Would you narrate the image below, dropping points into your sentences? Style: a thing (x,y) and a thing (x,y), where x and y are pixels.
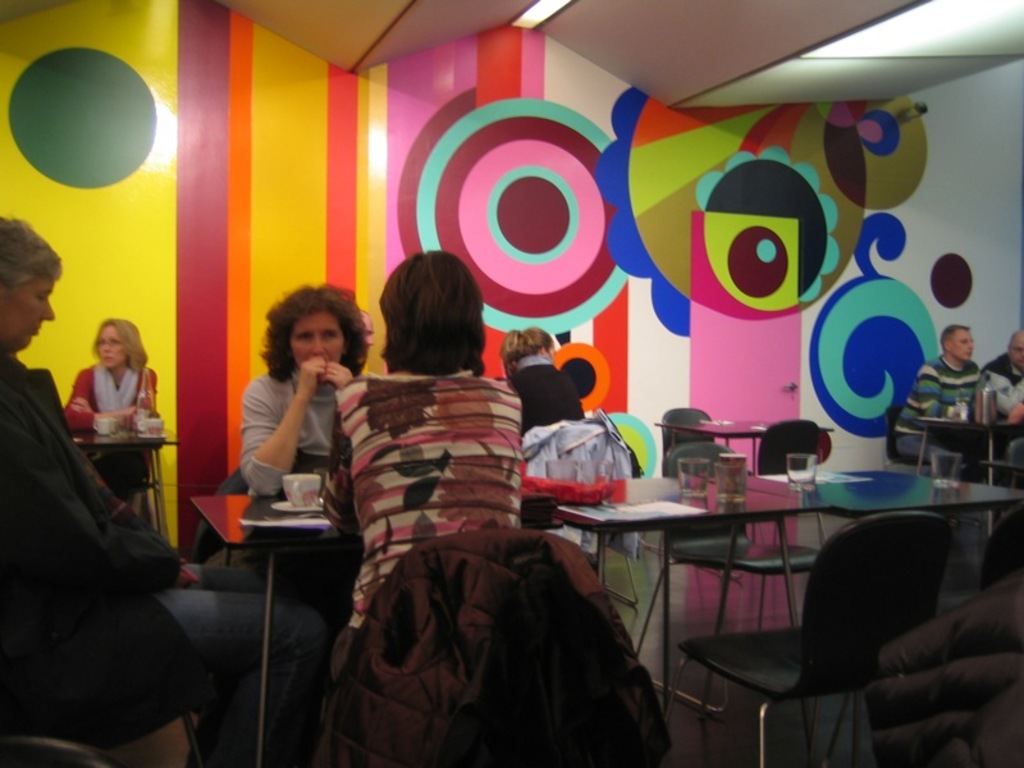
In the middle of the image (599,505) there is a table (818,494) on the table (750,479) there is a glass (743,478). Bottom right side of the image (917,518) there is a chair (931,561). Top right side of the image (975,160) there is a wall (839,117). On the wall (675,258) there is a painting (587,161). In the middle of the image (418,266) two women (477,291) are sitting. Bottom left side of the image (250,653) there is a woman (198,647) sitting.
